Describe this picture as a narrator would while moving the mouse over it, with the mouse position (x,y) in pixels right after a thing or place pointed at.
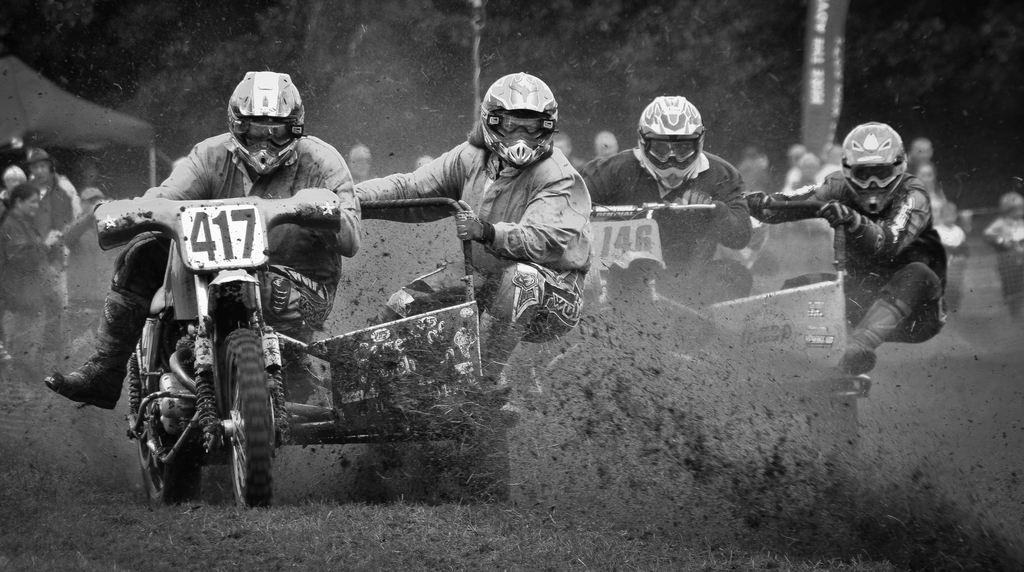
In this picture we can see four persons (570,287) in the front (456,287), they are wearing helmets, two of them are riding bikes (250,304), in the background (70,220) we can see some people (917,169) are standing, on the left side (71,141) there is a tent (87,143), we can also see trees (642,51) and a hoarding (825,48) in the background (811,32), it is a black and white image.
